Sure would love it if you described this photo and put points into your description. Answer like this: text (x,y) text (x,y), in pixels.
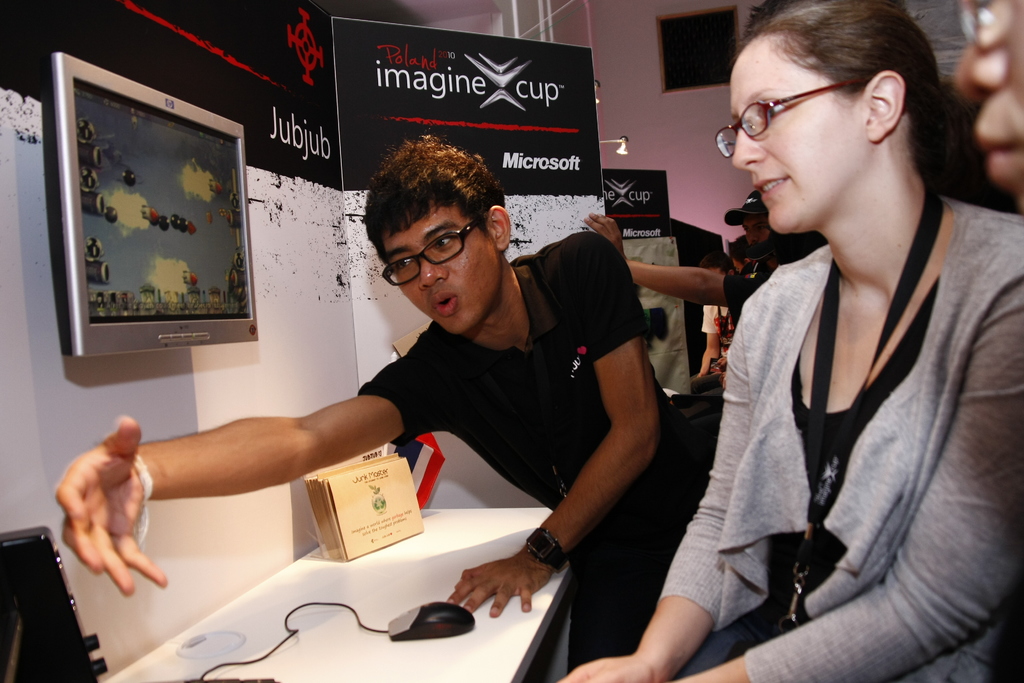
In this picture there is a boy (533,380) and a woman (796,460) here. The boy (449,380) is explaining something to the woman (876,442). Both are wearing spectacles (459,245). In front of them there is a screen (144,240) and a mouse (417,621) placed on the table (392,606). In the background (615,142) there is a light (623,141) and a wall (660,118) here.
